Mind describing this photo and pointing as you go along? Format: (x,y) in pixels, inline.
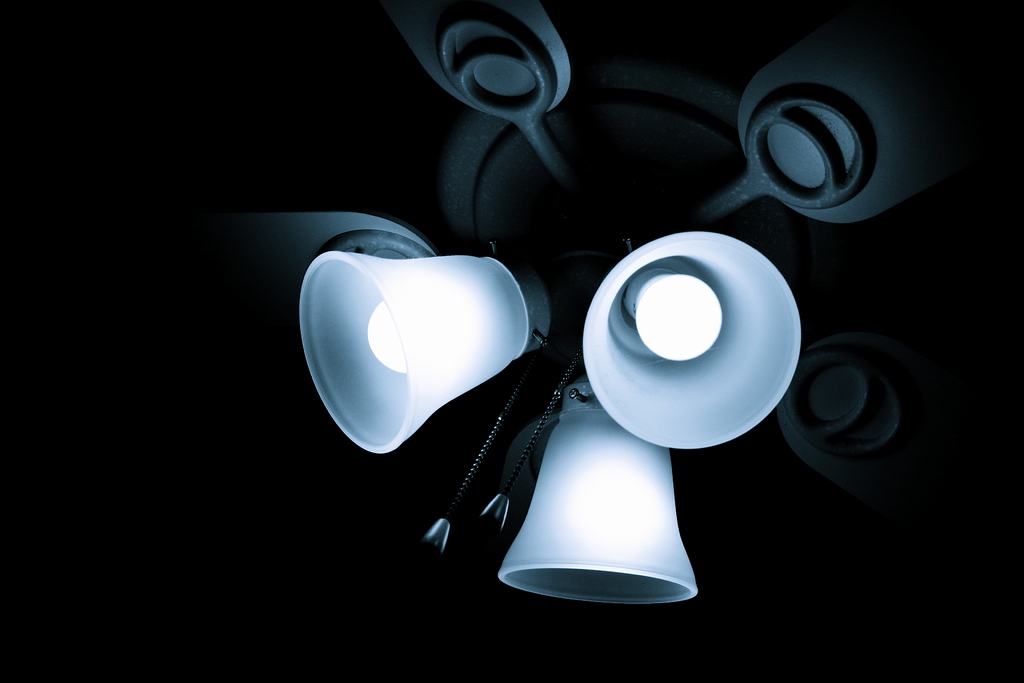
In this image there are lamps (677,323) to the ceiling (162,111). The background (160,129) is dark.
